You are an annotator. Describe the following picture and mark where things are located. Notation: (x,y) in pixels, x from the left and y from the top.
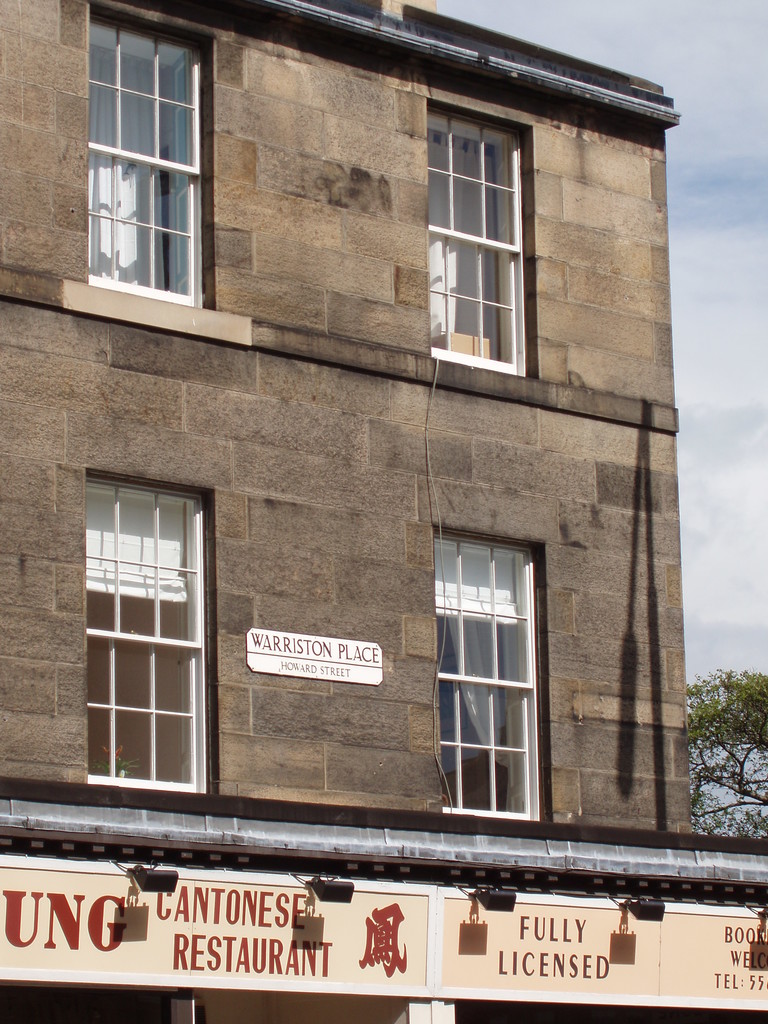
In this picture we can see a brown building (252,225) with glass windows (198,204). In the front (178,968) bottom side we can see the shop naming board (399,966).
